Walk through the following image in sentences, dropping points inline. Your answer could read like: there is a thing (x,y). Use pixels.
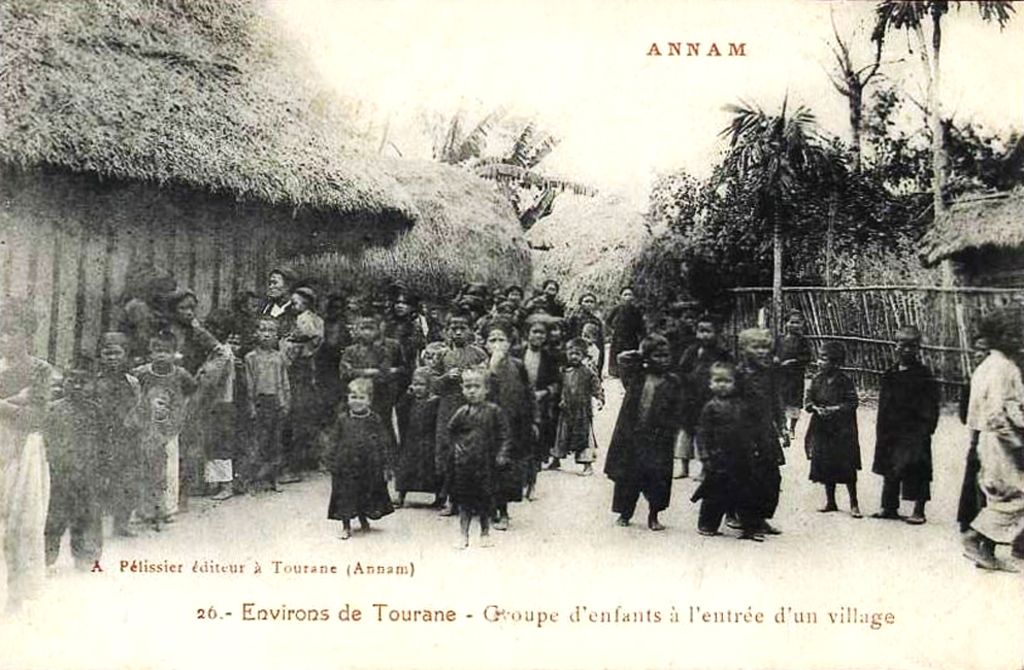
There are people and we can see huts (515,265) and trees (505,173). We can see some text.
